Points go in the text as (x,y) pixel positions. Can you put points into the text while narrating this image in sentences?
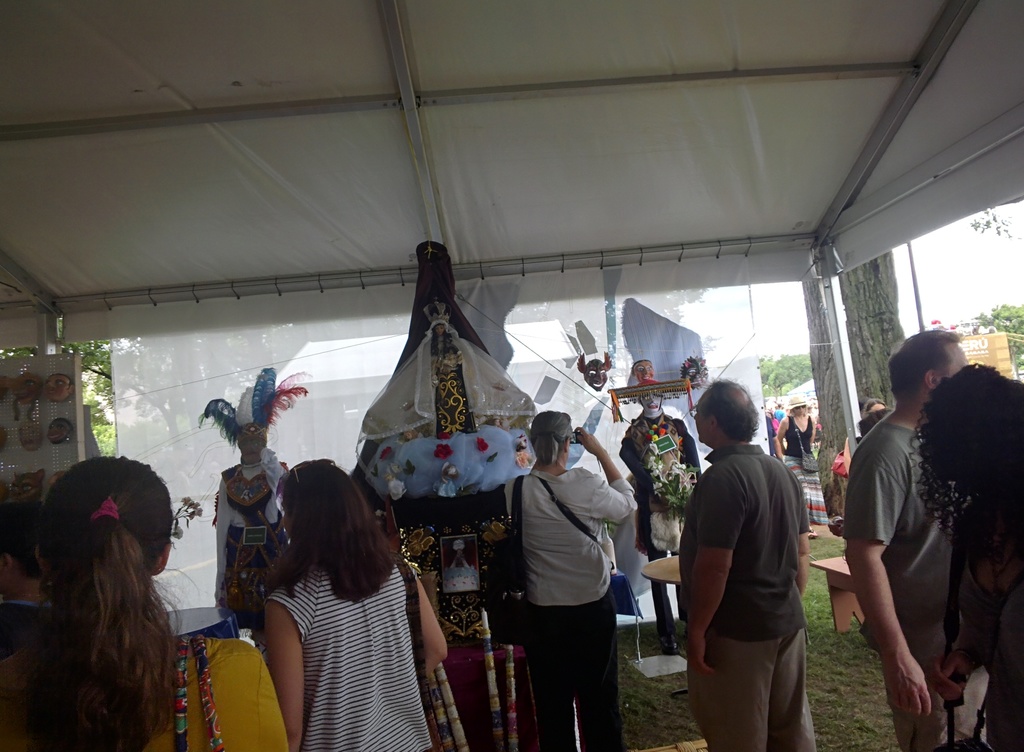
In this image we can see some mannequins (626,462) dressed in costumes (673,533) and some persons (894,460) standing on the ground (810,662). In the background (947,307) we can see sky (970,277), poles (910,254), trees (887,385), advertisement boards (993,350), parasols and tent (600,198).
